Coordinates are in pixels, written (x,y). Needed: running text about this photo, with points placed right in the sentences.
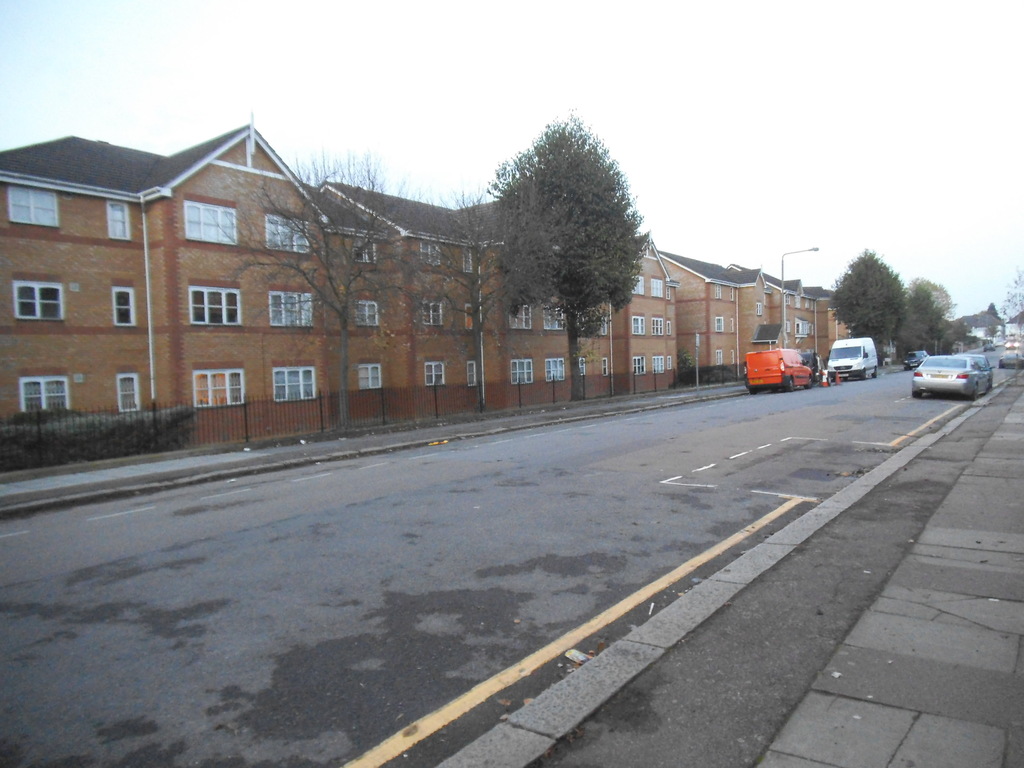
The picture is clicked outside on a street (486,436). In the middle of the picture (612,323) there are trees (485,315), buildings (498,325), footpath (580,402), street light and vehicles (754,363). In the foreground (591,580) we can see road (993,358) and footpath (895,634). Towards right (963,374) there are cars (968,367). At the top (518,109) we can see sky (770,149).
